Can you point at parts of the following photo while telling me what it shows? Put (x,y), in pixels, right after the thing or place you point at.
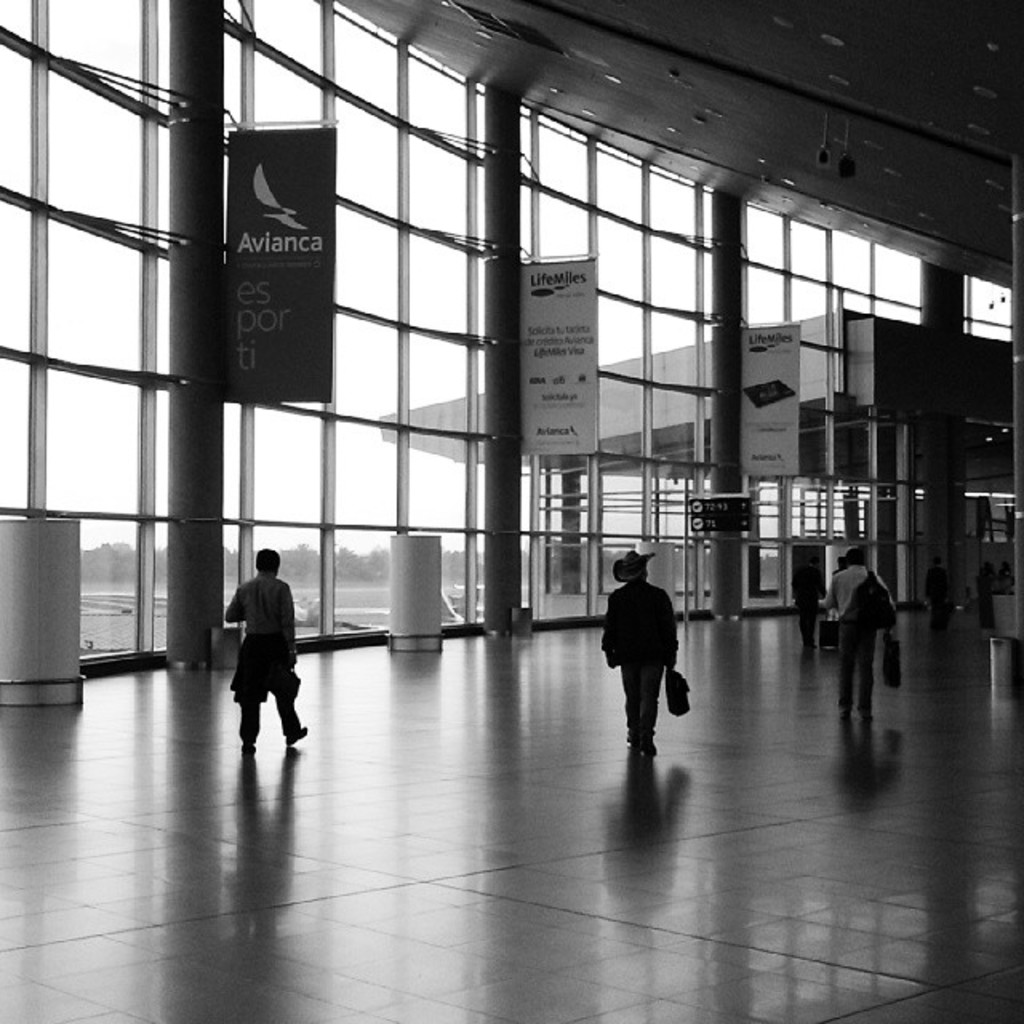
This is a black and white image. This image is taken inside a building (527,493). In the background of the image (322,303) there are advertisement boards (272,386). There are people (269,586) walking on the floor (390,782). At the top of the image (858,70) there is ceiling (662,59). To the left side of the image (39,319) there is glass (71,434).
